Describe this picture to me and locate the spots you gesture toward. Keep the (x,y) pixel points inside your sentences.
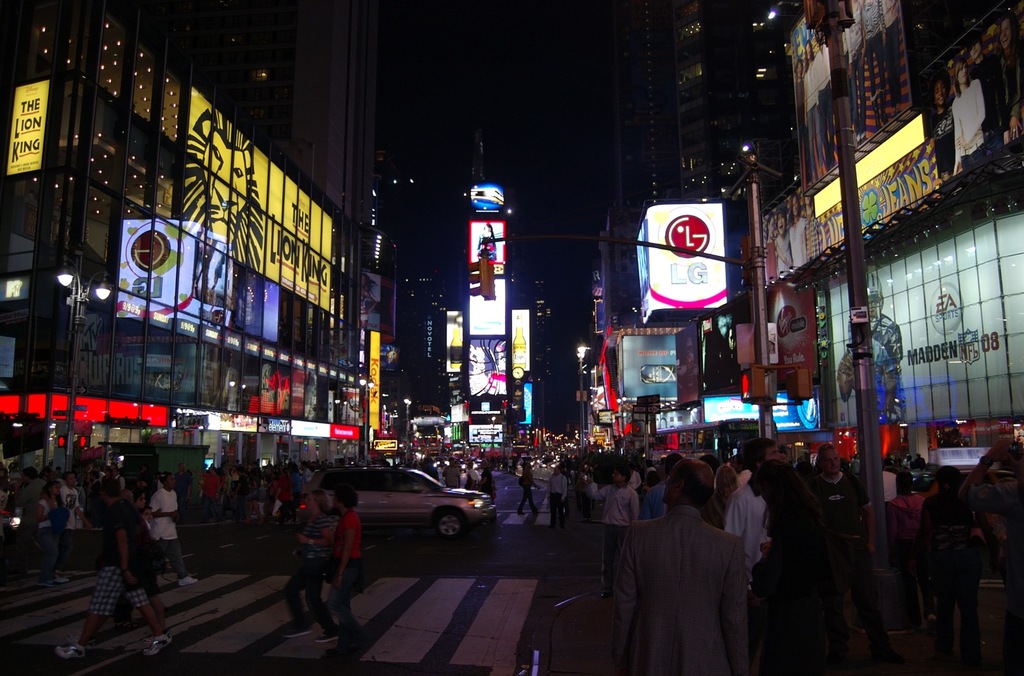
This is the picture of a city (41,320). In this image there are group of people (550,487) walking on the road (428,569) and there is a vehicle (348,475) on the road (390,559). At the back (389,252) there are buildings (18,334) and poles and there are hoardings (486,425) on the buildings (710,193). At the top (551,71) there is sky (535,74). At the bottom (396,632) there is a road (379,613).
